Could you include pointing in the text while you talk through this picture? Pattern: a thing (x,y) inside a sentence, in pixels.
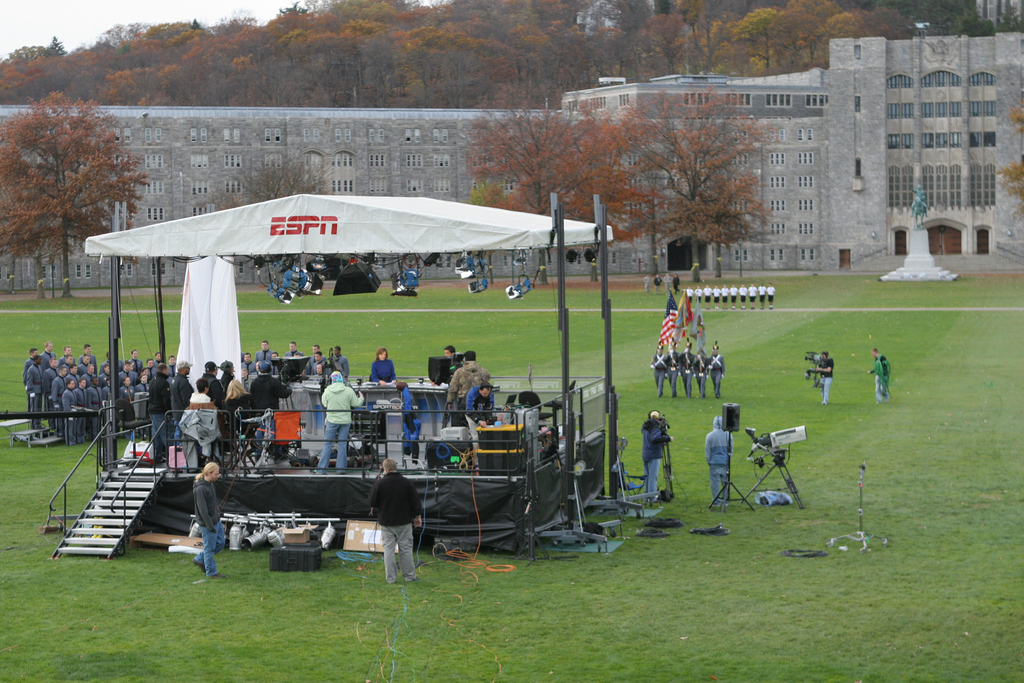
In this picture I can see a tent (323,246) and I can see few people (257,389) are standing under the tent (282,216) and I can see stairs (83,518) and few people (218,516) are standing on the ground (959,513) and I can see few are walking holding flags (685,294) in their hands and I can see few are holding cameras (814,359) and I can see cameras (775,435) to the stand (778,463) and I can see building (889,231) and trees (585,134) and I can see a statue (918,193) and grass (128,629) on the ground (621,542) and I can see text (297,218) on the tent (312,234) and I can see sky (98,38).
